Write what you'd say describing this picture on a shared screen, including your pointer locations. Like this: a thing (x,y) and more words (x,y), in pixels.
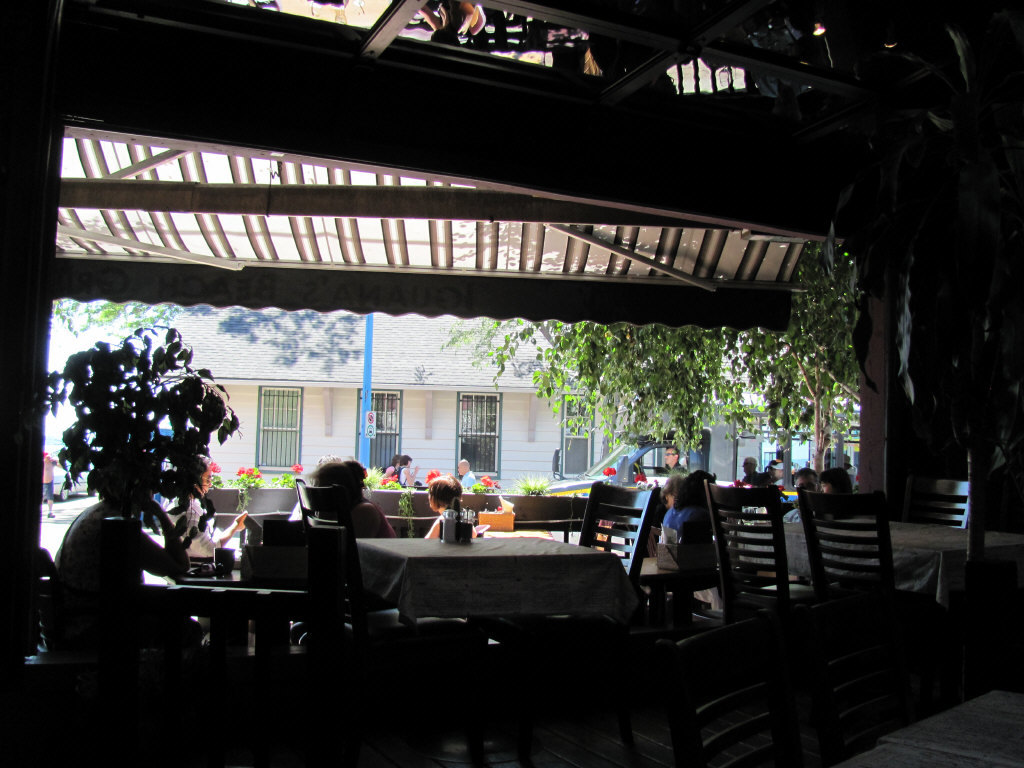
This picture is taken inside the restaurant (297,211). In this image there are so many tables (512,540) around which there are chairs (332,561). There are few people (241,521) sitting in the chairs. In the background (380,410) there is a house (531,448) with the windows (473,437). At the top (273,222) there is a cloth (347,231) which is used as a roof (476,247). On the left side (148,458) there is a plant (91,430). On the right side (733,442) there is a car (645,442) in the background (624,452). Beside the car (624,452) there are trees (736,334). There are flower plants (494,482) and a pole (362,391) in the middle (524,491) beside the road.
